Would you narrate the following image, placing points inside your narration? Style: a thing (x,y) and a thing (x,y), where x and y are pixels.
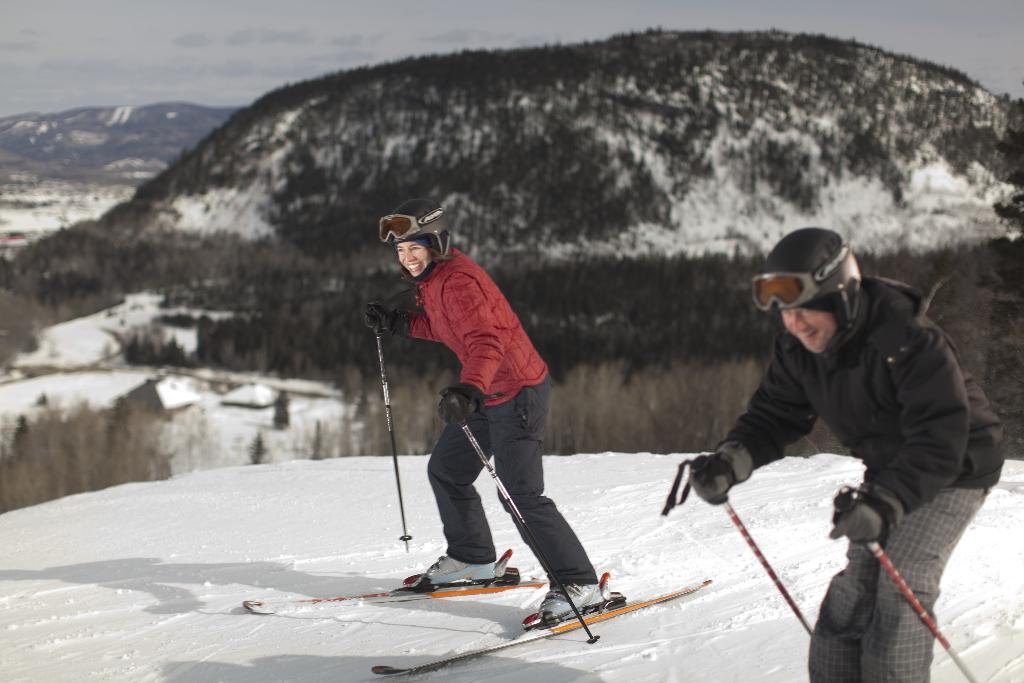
In this image we can see a man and a woman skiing on the snow (645,669) holding the sticks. On the backside (696,275) we can see a group of trees (679,269), the ice hills (456,142) and the sky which looks cloudy.
